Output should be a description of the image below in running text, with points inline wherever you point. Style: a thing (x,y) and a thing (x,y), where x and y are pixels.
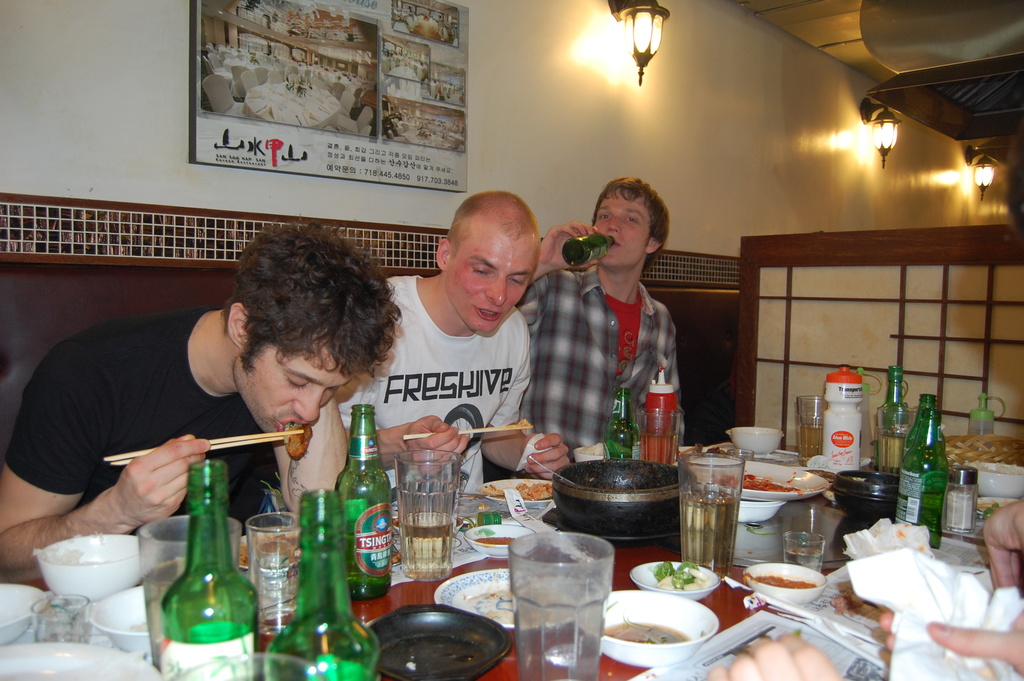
In this image the three persons (511,406) are sitting on the chair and eating something food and the table (800,517) has glass (716,537), bottles (311,541), bowls (653,621) and plates (504,591) behind the people (460,358) the poster (331,93) is there and three lights (646,35) are there.
